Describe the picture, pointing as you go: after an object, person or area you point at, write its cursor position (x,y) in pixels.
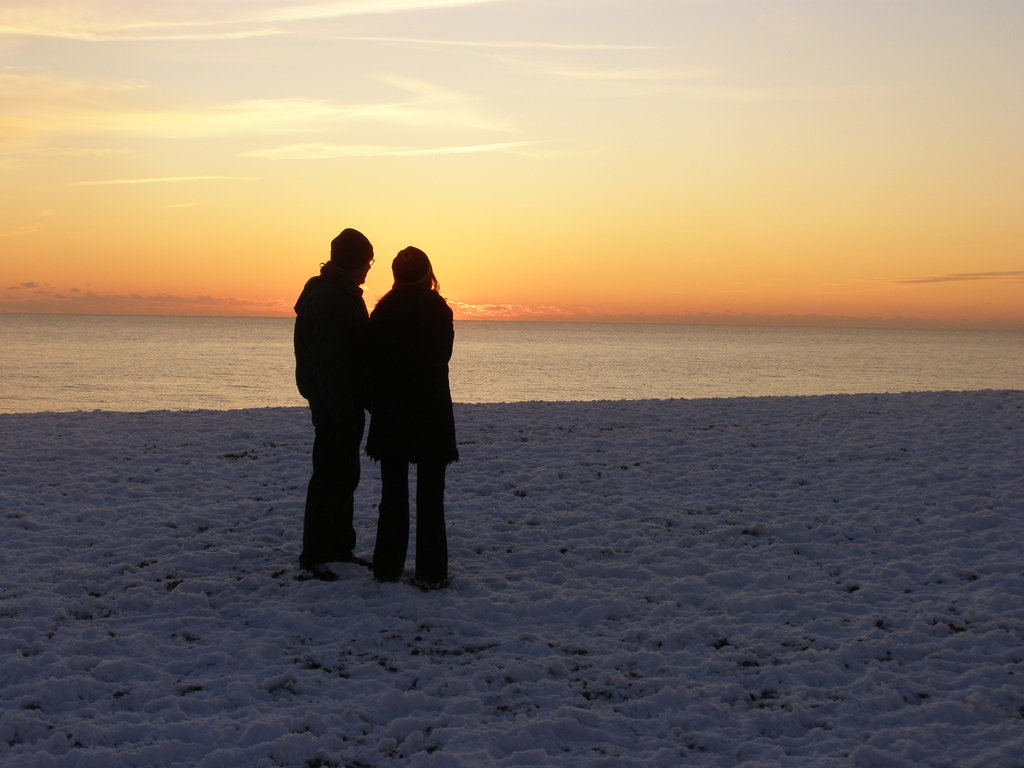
In a given image i can see a people (337,368), snow (283,743), water (19,319) and clouds (344,155).
